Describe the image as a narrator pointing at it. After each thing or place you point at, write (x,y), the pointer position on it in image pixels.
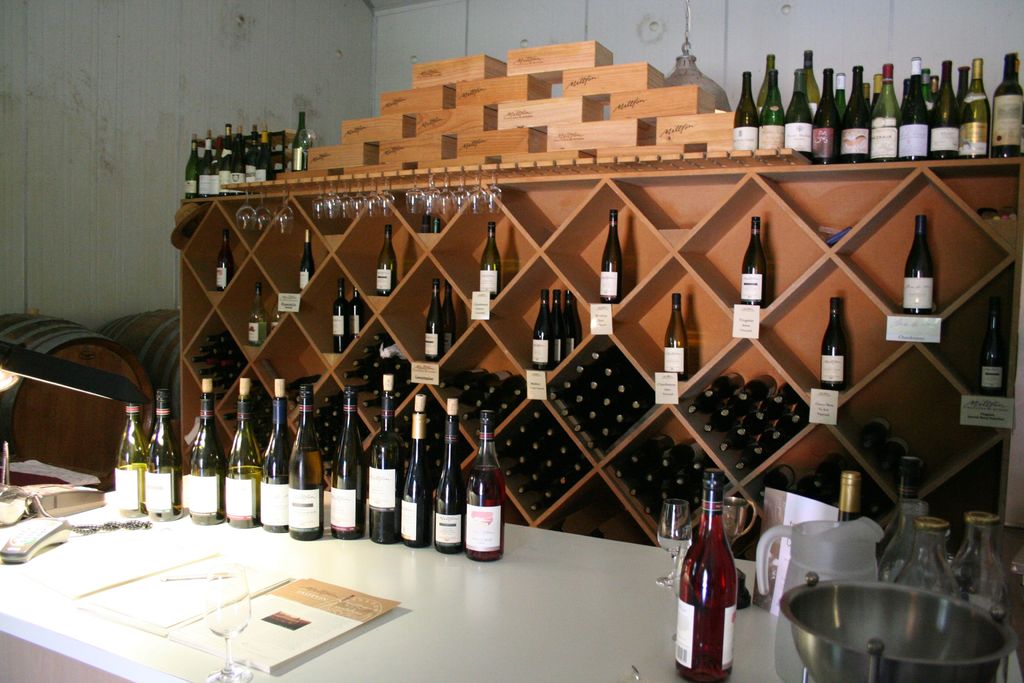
At the bottom of the image (649,596) we can see a table (507,654). On the table (235,537) we can see the bottles (156,467), glasses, mug (833,550), vessel (789,605), books (353,615) and some other objects (17,514). In the background of the image (162,321) we can see the drums (168,332) and rack (651,304). In rack (699,329) we can see the bottles (611,298), glasses (369,212), boards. At the top of the image (453,27) we can see the wall (380,68).
